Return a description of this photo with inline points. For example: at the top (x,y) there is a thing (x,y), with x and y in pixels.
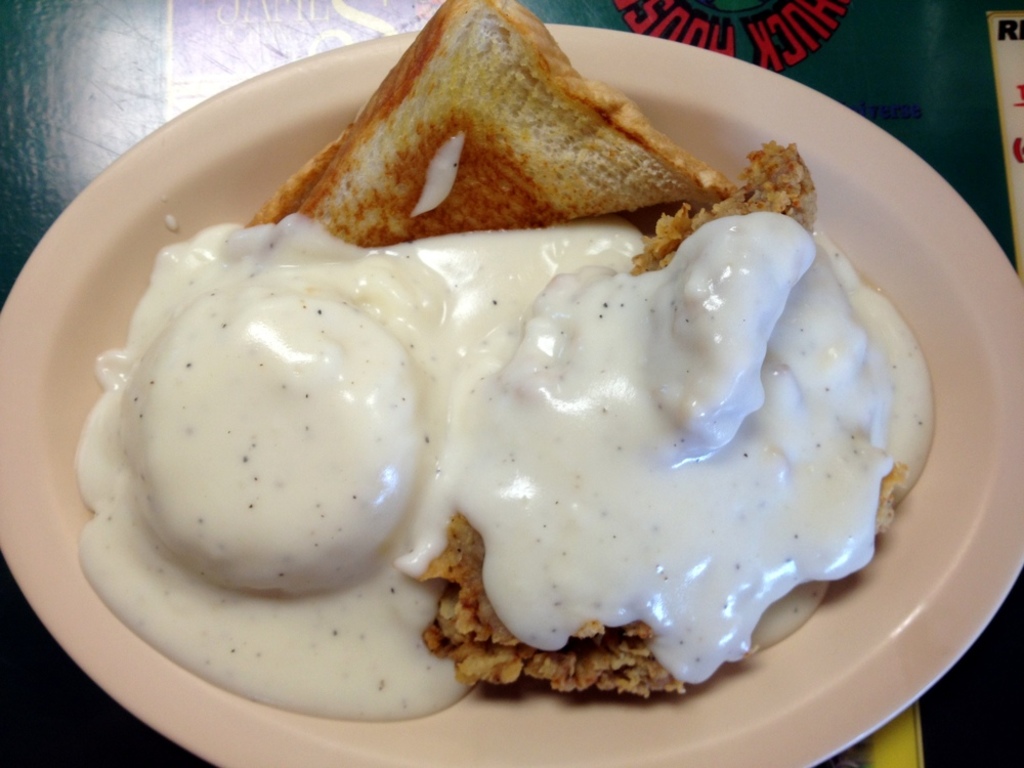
In this image I can see the green colored surface (115,45) and on it I can see a cream colored plate (207,132) and on the plate (221,142) I can see a food item (447,168) which is brown, cream and white in color.
